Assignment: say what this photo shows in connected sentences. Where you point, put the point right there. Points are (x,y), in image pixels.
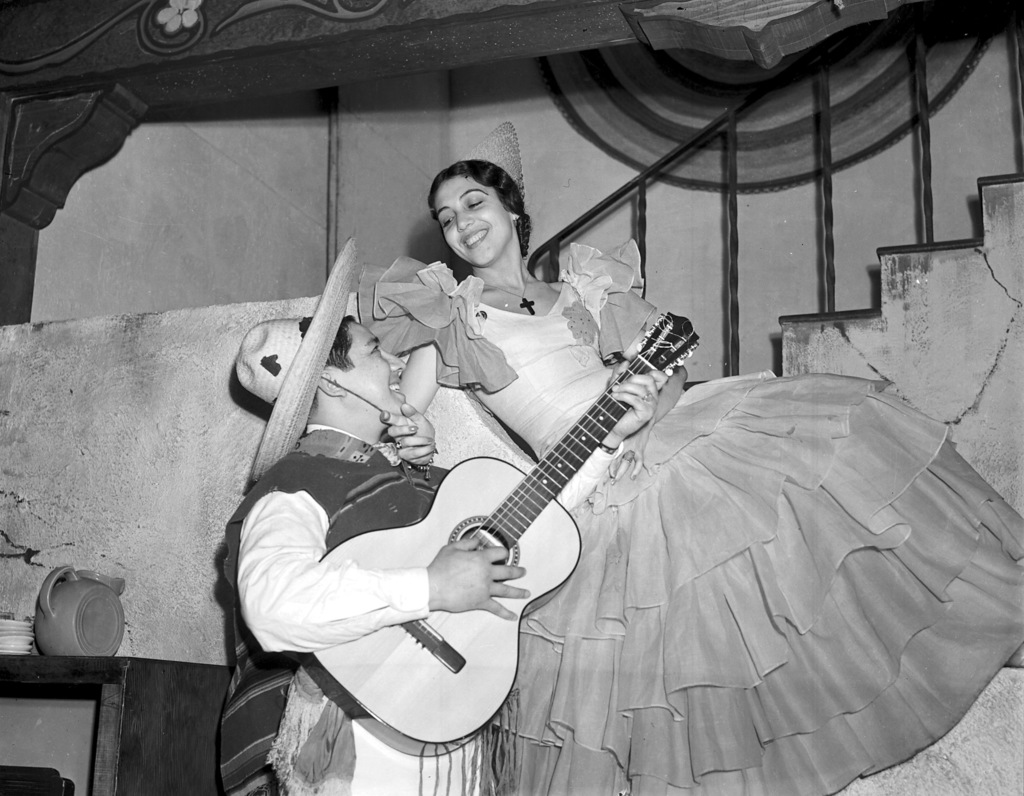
In the image we can see there are people (509,175) who are standing and holding guitar (383,565) in their hand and the image is in black and white colour.
